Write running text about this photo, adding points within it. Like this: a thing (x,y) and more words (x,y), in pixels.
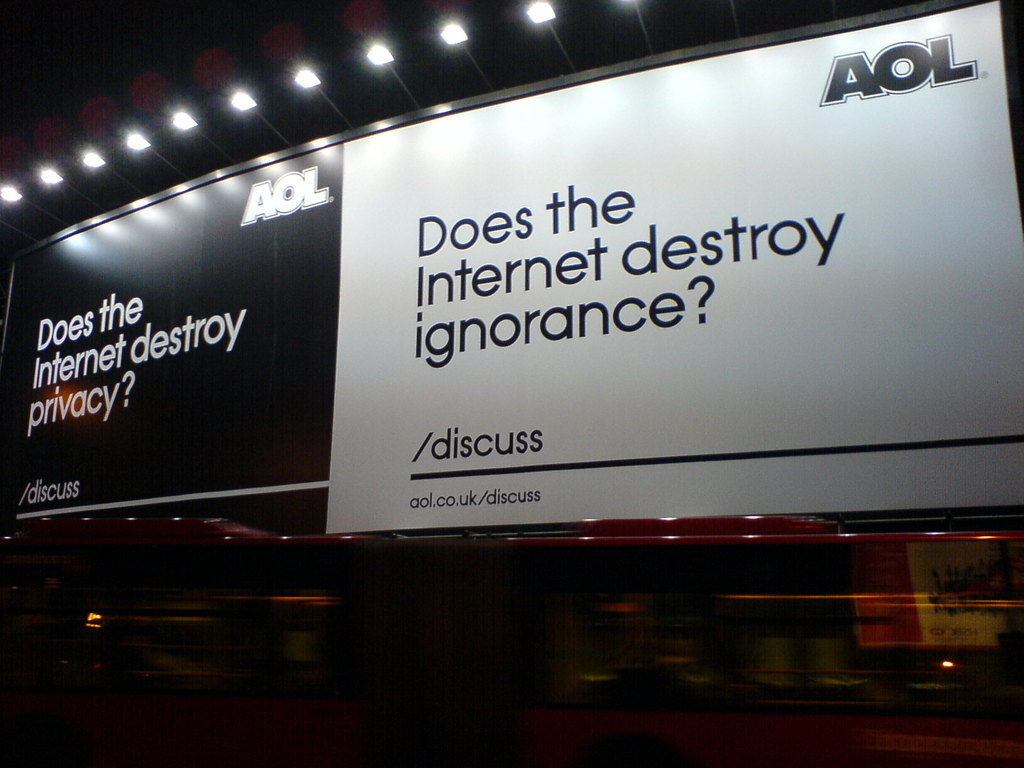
In this image there is a billboard (139,318) with some text (152,349) on it, on top of the billboard (432,393) there are lamps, at the bottom of the billboard (356,388) there is a bus (379,611).
